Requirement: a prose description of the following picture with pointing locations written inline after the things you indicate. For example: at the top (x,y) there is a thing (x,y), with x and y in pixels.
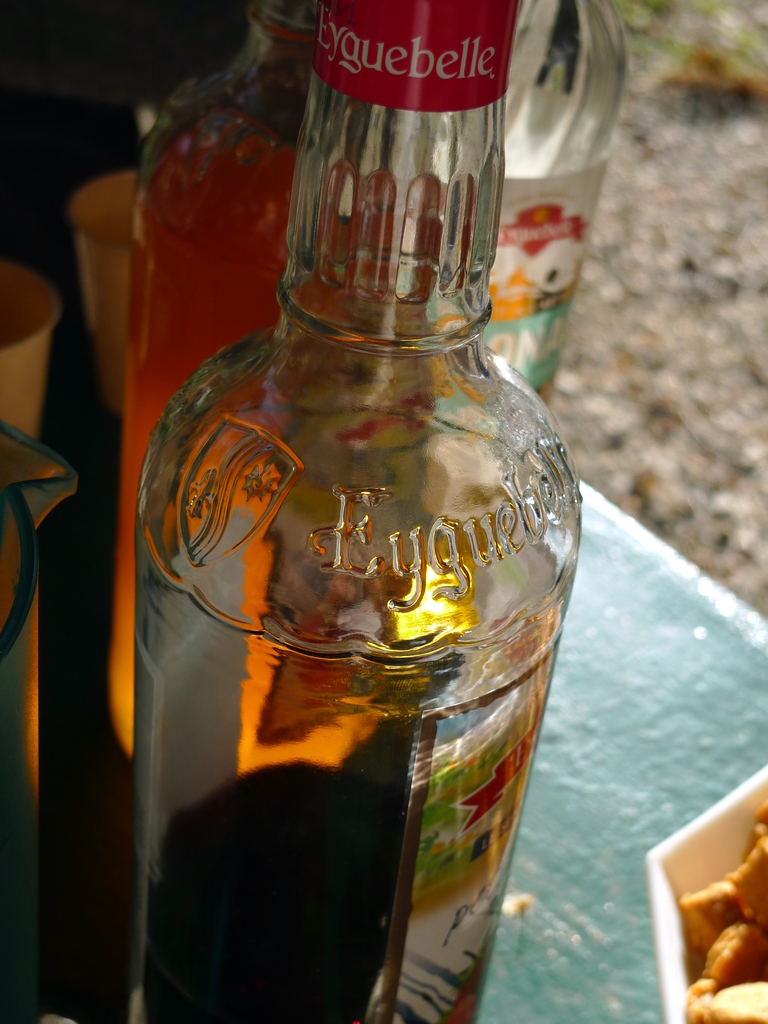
In this image i can see a bottle (385,629), a glass (109,348) on a table (605,711).
